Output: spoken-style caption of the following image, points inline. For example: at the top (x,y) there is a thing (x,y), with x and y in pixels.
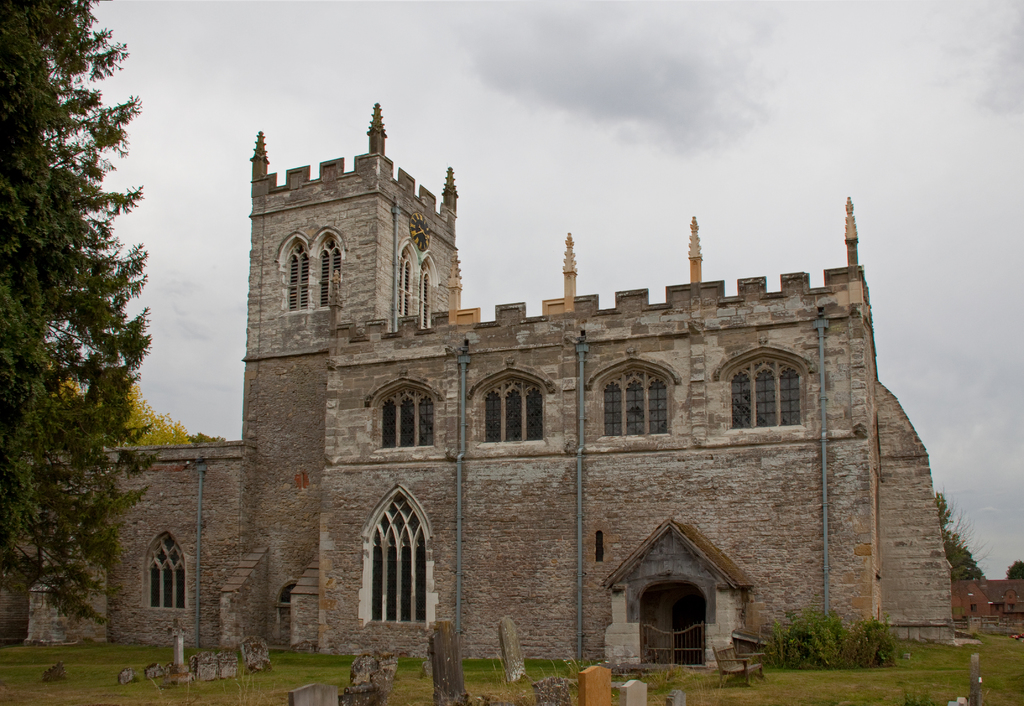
In the center of the image (368,279) there is a building (344,432) with windows (631,409). At the bottom of the image (767,678) there is grass (317,682). To the left side of the image (83,429) there are trees (74,333). At the top of the image (401,57) there is sky (513,69).
